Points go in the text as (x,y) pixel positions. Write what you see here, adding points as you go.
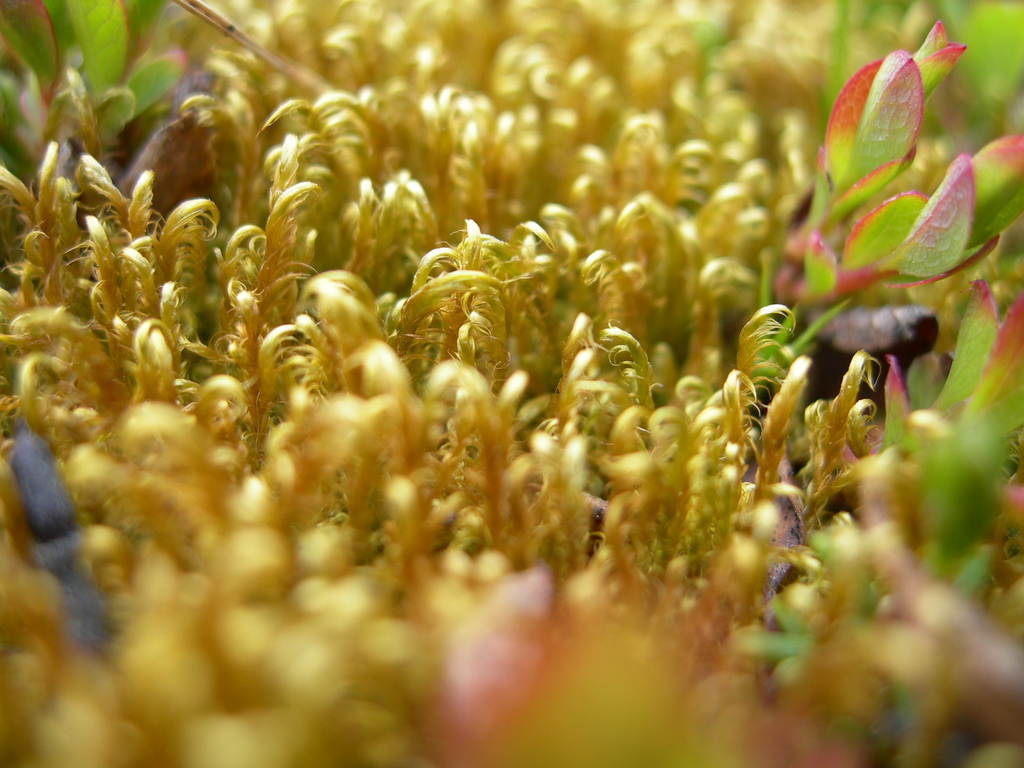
In the image we can see there are plants (380,296).
